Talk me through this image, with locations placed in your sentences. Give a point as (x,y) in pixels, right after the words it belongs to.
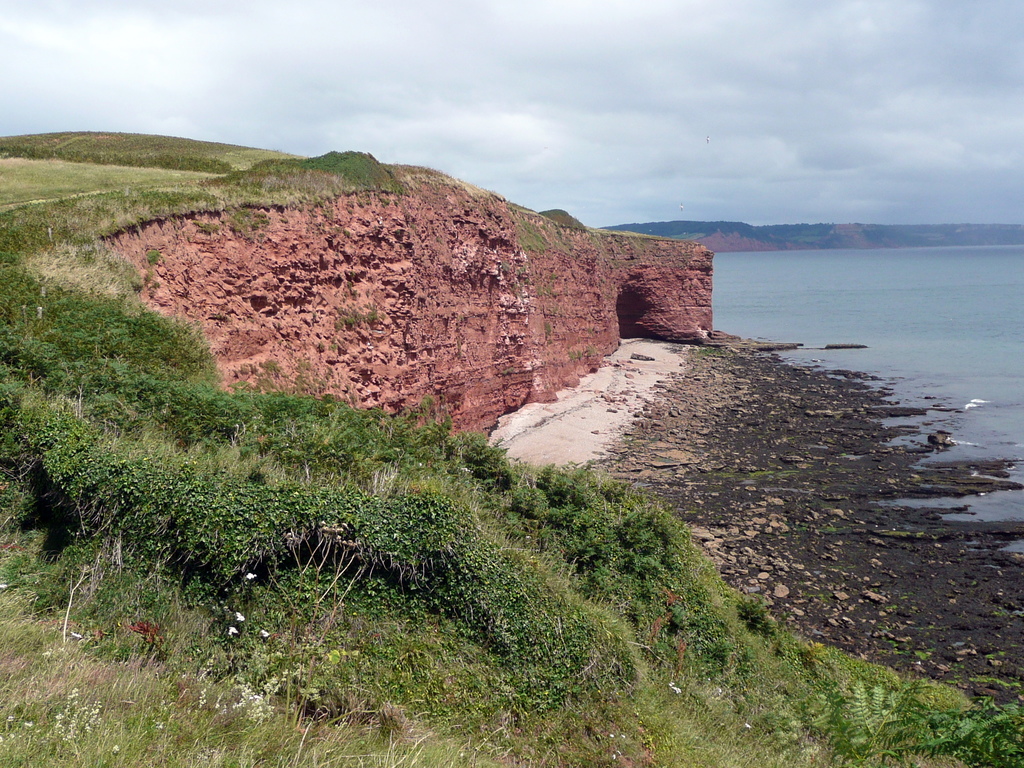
In this image there is a grassland (673,701), below that there is a sea (896,273), in the background (556,45) there is a cloudy sky (535,163).
